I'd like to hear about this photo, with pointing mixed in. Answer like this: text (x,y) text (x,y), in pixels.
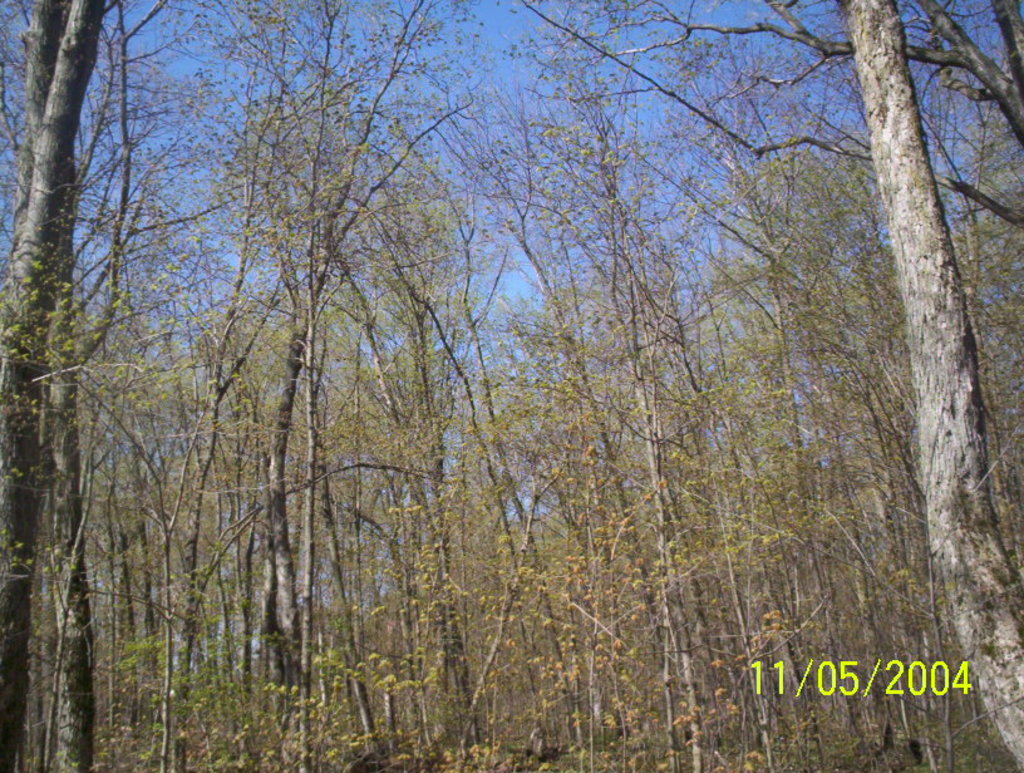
In this image we can see some trees (462,311), and the sky (543,125), also we can see the text (967,681) on the image.
